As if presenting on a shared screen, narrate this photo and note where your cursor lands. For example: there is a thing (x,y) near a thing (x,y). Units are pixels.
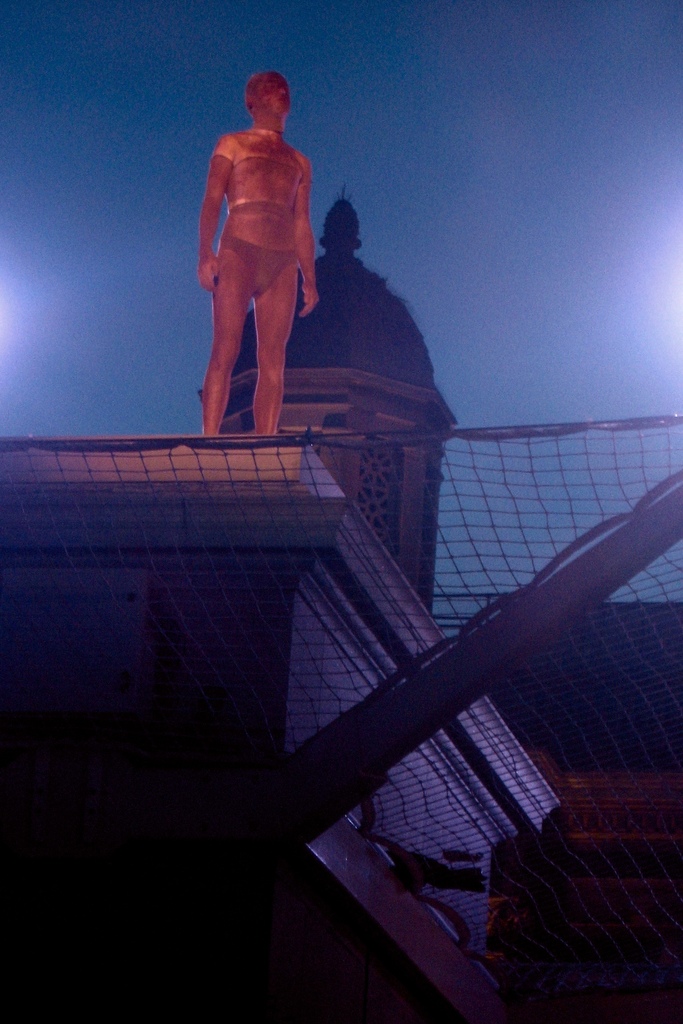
In this picture I can see the net (358,575) at the bottom (222,688), in the middle (243,509) there is a statue (271,411) on the building (284,525). In the background (415,272) it looks like the sky (538,292).
